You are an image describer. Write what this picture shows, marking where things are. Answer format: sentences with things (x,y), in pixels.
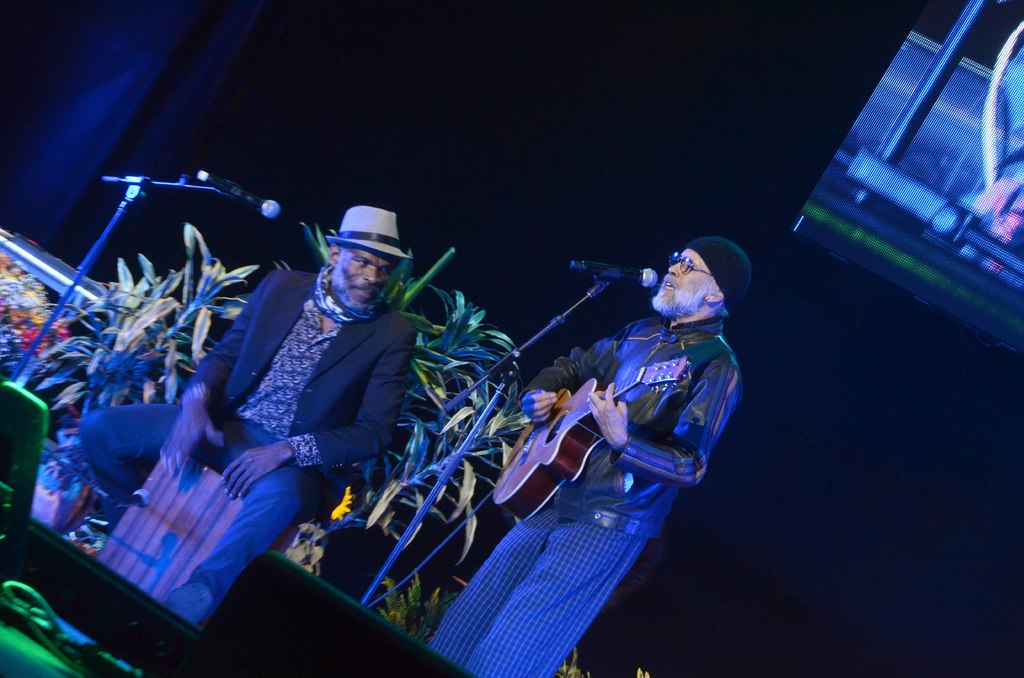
In this image I can see two persons (622,376) near the mike (272,202). In the background (208,286), I can see the plants (480,346).
